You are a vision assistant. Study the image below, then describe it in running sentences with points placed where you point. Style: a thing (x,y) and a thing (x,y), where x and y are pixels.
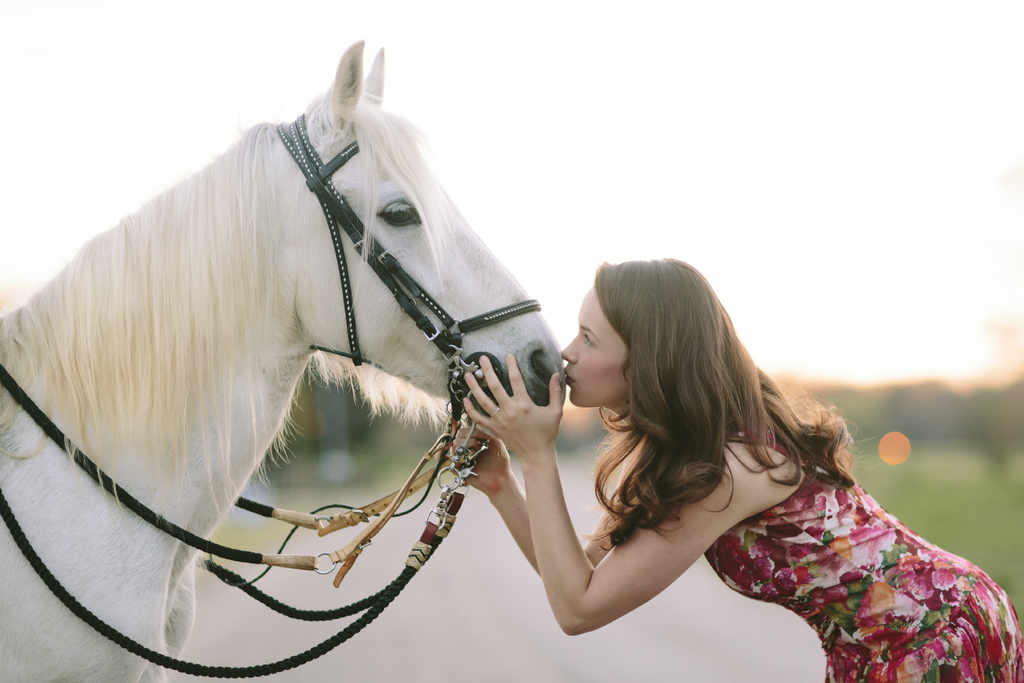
At the top (681,46) we can see sky (624,40). This is very blurry. Here we can see one woman (602,379) kissing a white colour horse (381,335).
